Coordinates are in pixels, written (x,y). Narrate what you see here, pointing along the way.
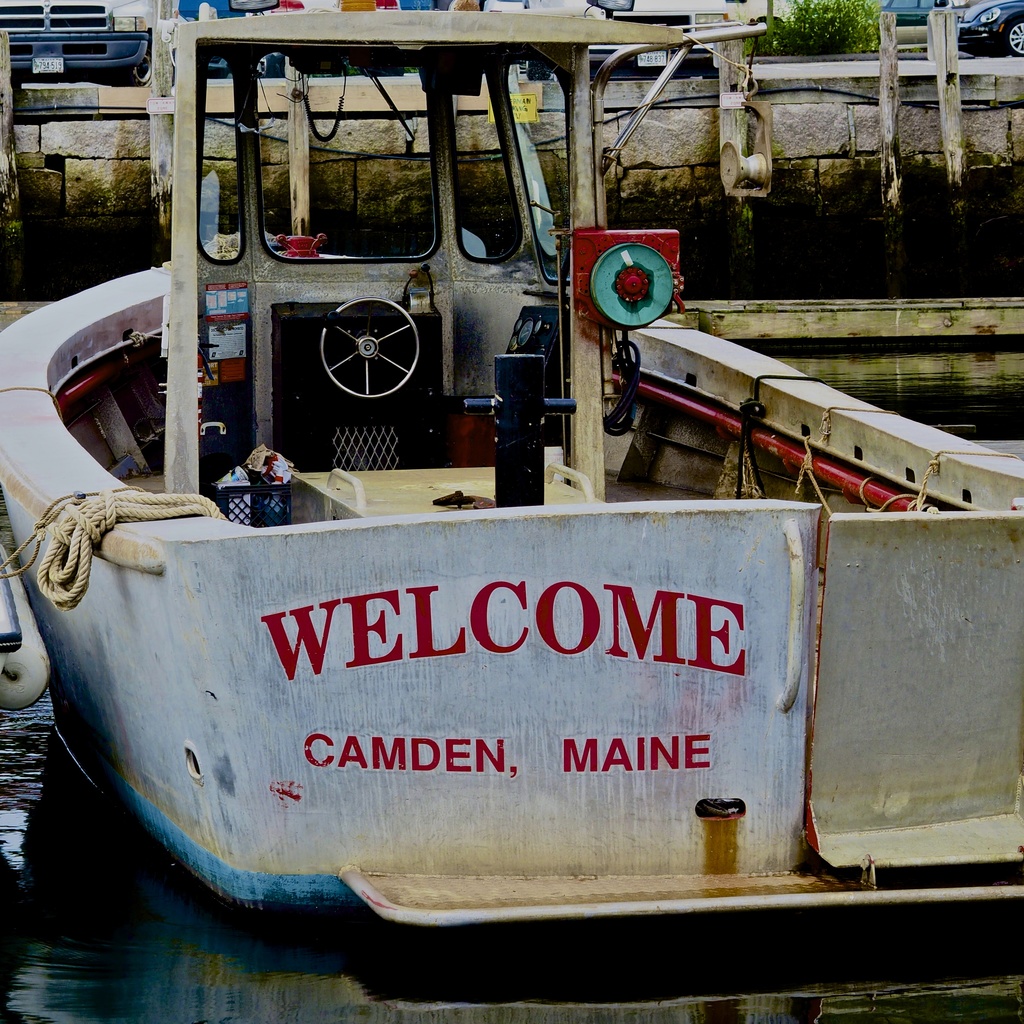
In the center of the image (647,364) there is ship (369,877). At the bottom of the image (310,979) there is water (286,1002).
